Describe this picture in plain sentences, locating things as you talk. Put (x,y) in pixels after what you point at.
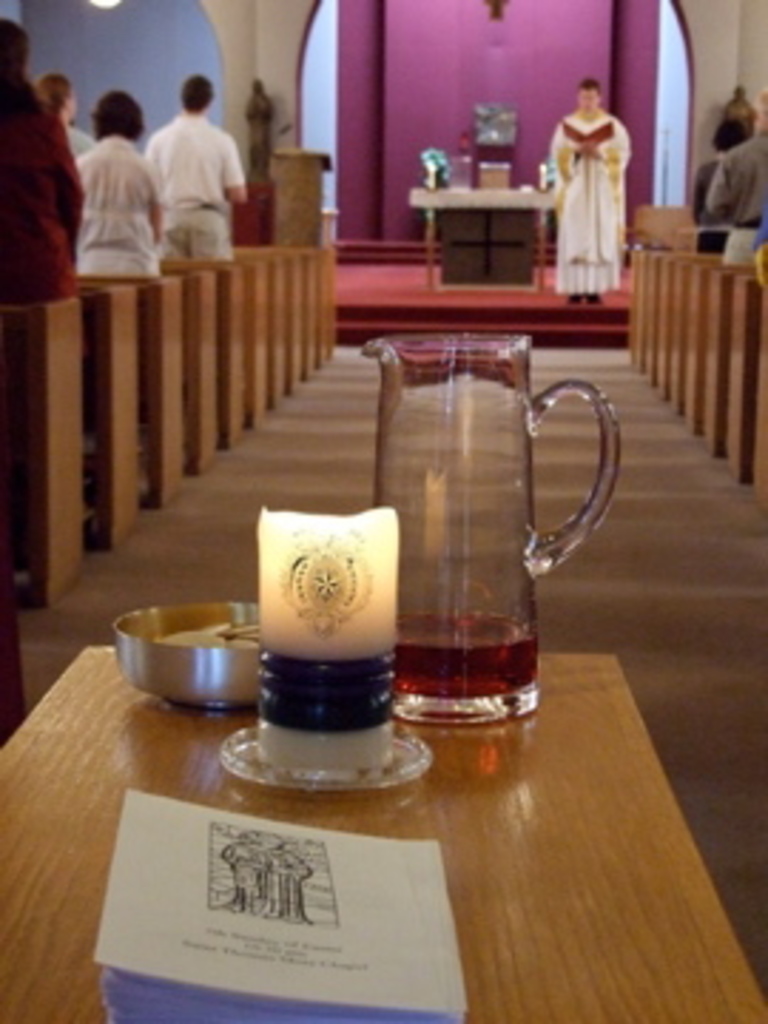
In this picture we can see an object (288,688), bowl (203,656), jug (449,420) with drink (458,691) in it, book (409,895) and these all are placed on a table (90,836), some people (13,163) standing on the floor (593,362) and a man (606,184) holding a book (581,126) with his hands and standing on stage (423,263), statue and some objects (433,202).
